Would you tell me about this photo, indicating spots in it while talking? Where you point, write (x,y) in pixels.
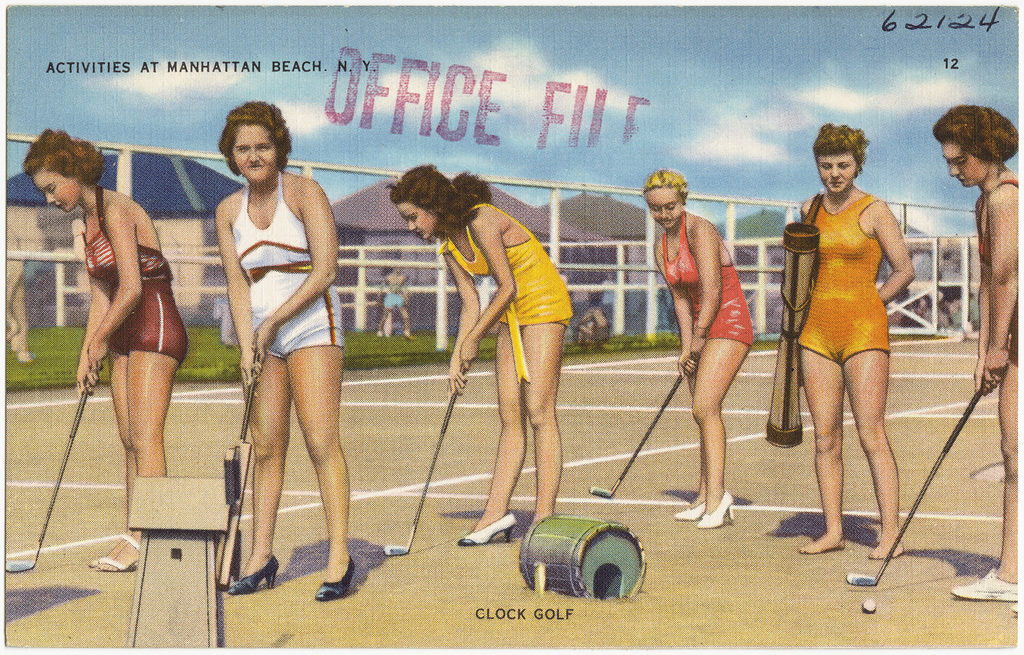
In this image, I can see a poster (866,621). There are six persons (154,373) standing and holding the golf clubs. In the background (154,186), I can see the fence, buildings (645,221) and there is the sky (697,141). There are words (360,85) and numbers (995,20) on the poster (564,557). At the bottom of the image (194,586), I can see two objects (557,583) on the ground (562,624).
